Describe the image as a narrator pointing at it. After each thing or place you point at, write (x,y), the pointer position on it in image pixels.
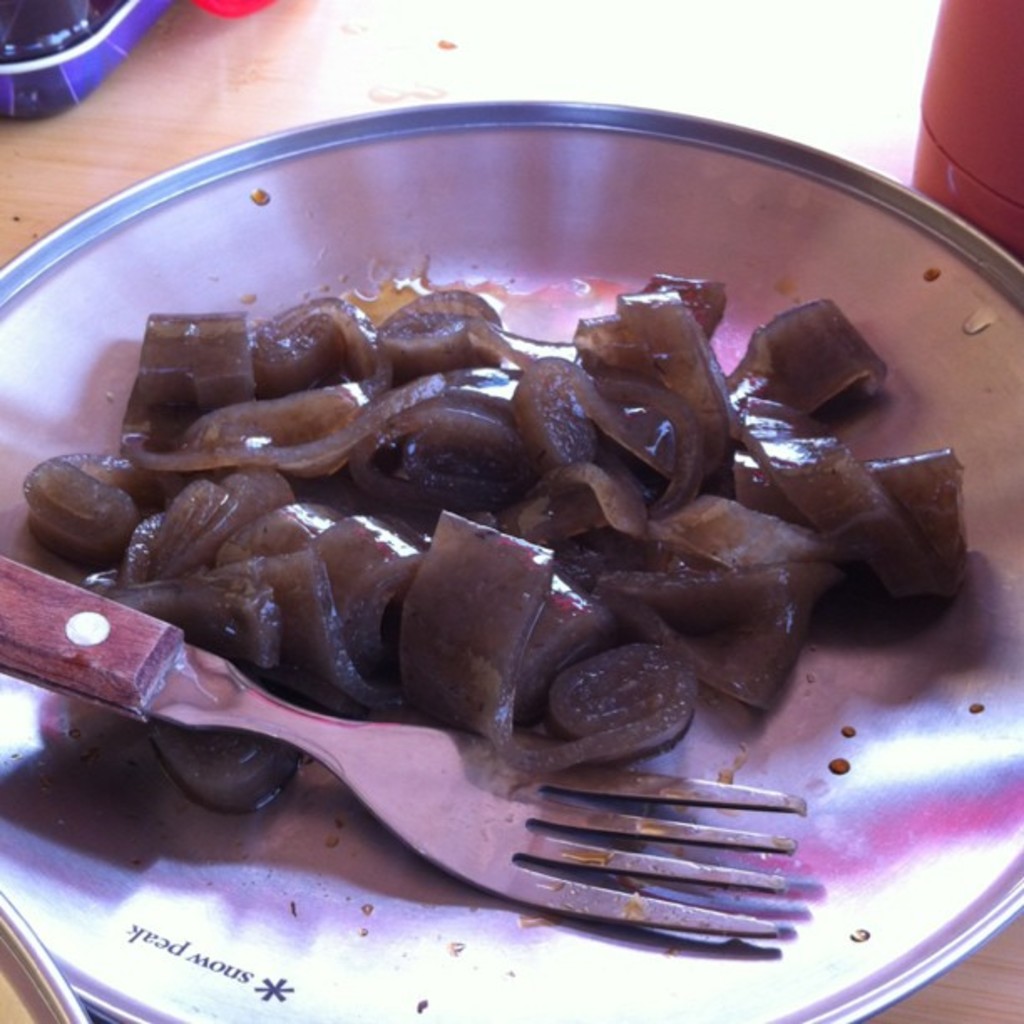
In this picture we can see a fork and some food items (401,545) on the plate (2,367) and the plate (119,236) is on the wooden surface (214,107). At the top of the image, there are some objects (960,145).
